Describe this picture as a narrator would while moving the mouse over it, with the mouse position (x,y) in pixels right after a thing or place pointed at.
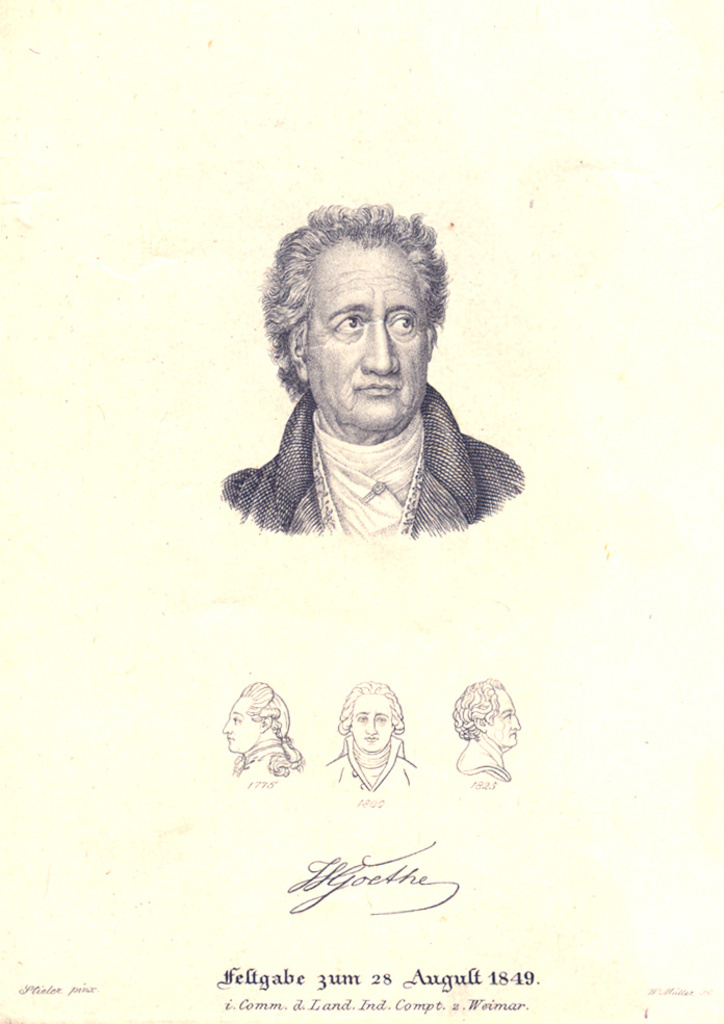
In this image I can see a paper (413,278) which is in white color, in the paper (238,393) I can see four persons faces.
